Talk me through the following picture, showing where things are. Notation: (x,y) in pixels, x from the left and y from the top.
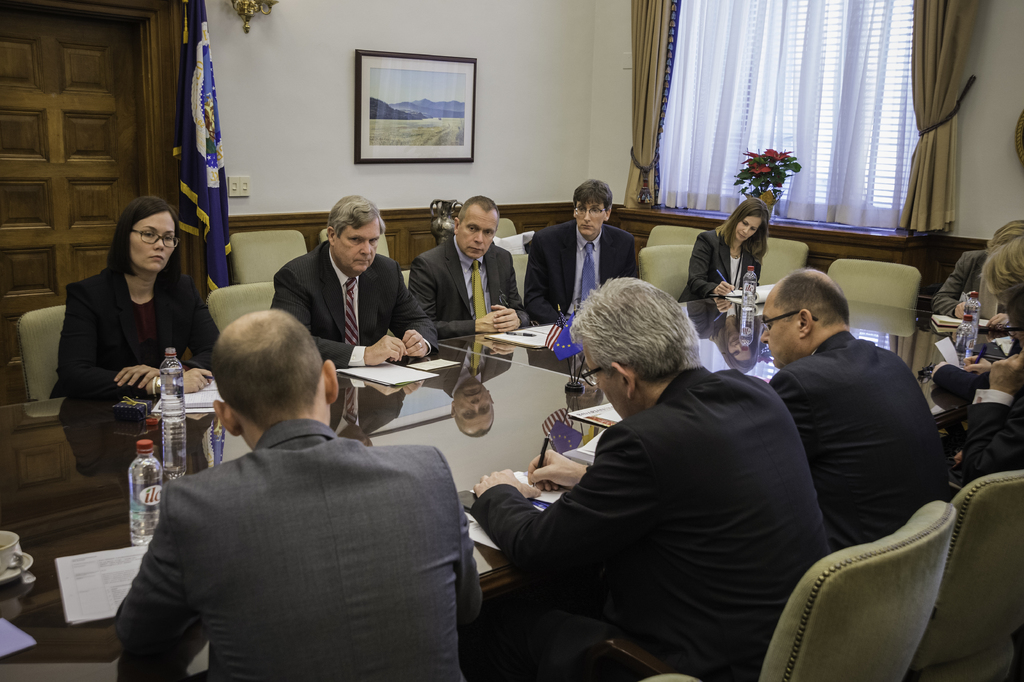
In this picture we can see a group of people (114,340) are sitting on the chair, and in front (746,285) here is the table (736,321) and papers (396,377) and bottles (755,299) and some objects (132,400) on it, and at back (442,88) here is the wall (502,43) and photo frames (443,73) on it, and here is the curtain (760,57), and here is the door (71,152).
